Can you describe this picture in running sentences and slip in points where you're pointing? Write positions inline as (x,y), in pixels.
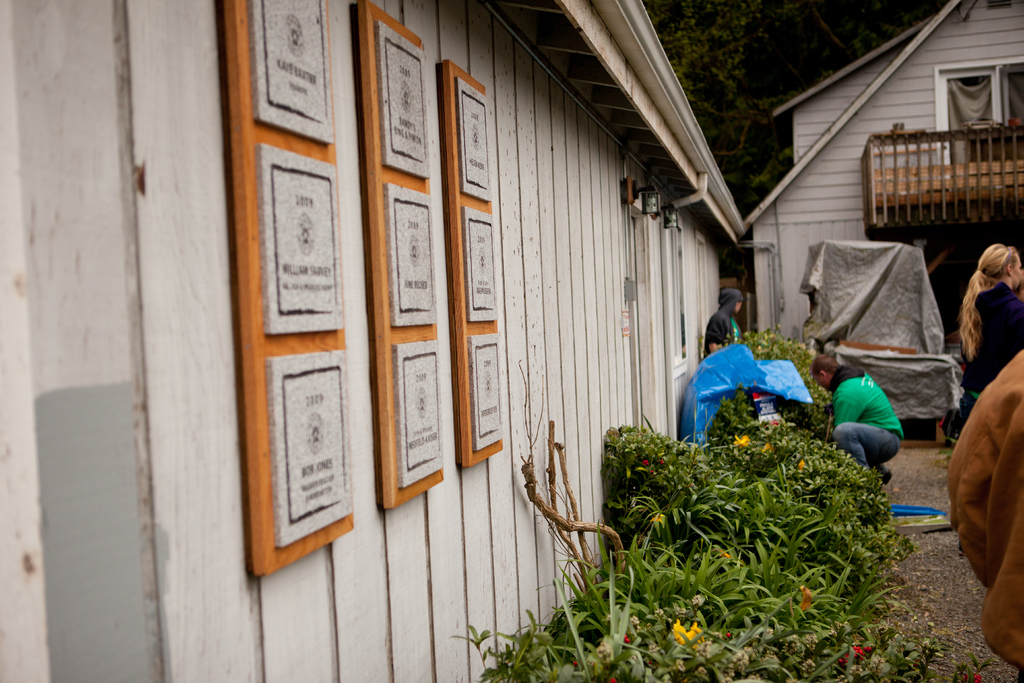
As we can see in the image there are buildings (947,131), plants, few people (1019,511) and in the background (779,31) there are trees (773,70).
